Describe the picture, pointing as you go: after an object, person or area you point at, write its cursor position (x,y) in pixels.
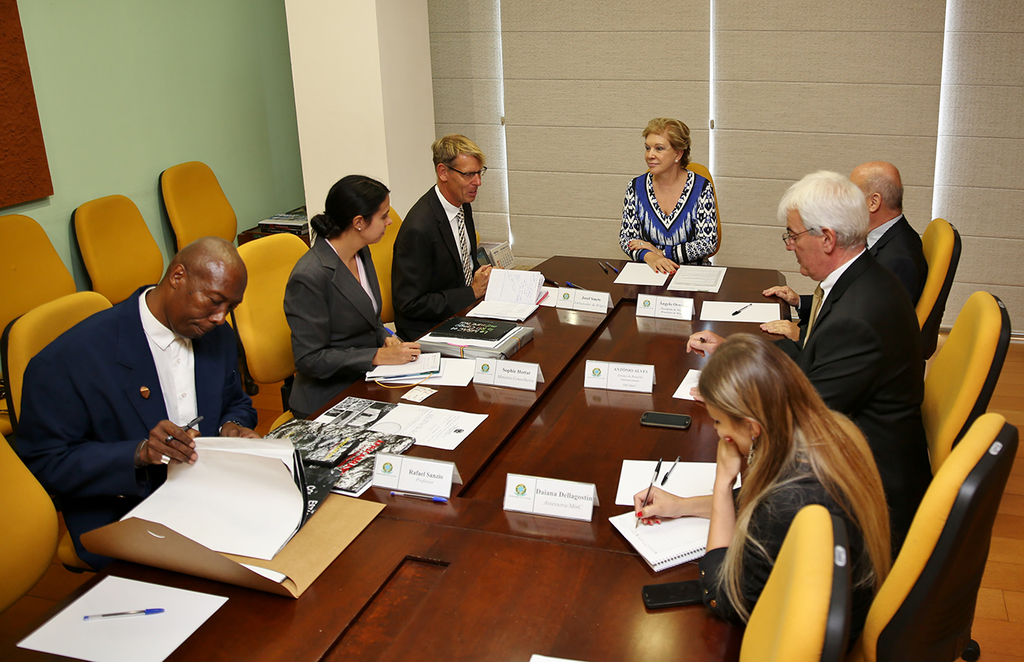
In this picture we can see a group of people (700,215) sitting on chair (79,317) i think it is meeting and in front of them we have table (551,362) and on table (667,410) we can see mobile (655,426), book (640,536), paper (692,463), name boards (586,297) and in background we can see wall (226,81), pillar (329,76) and some more chairs (101,286).
